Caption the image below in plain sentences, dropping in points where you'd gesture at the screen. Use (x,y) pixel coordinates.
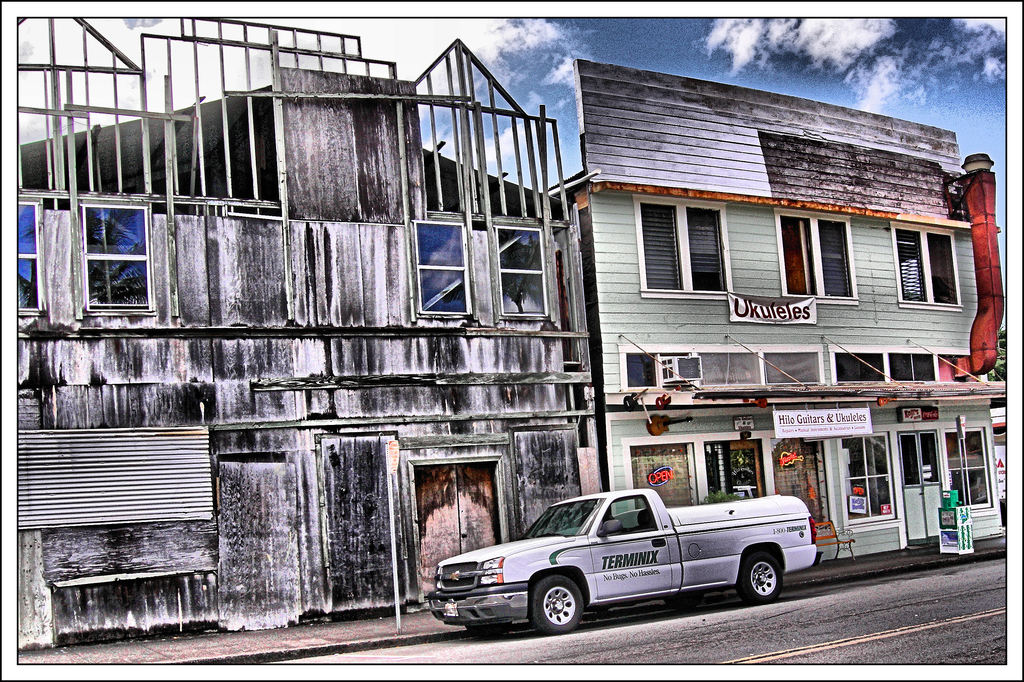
In this picture we can see two buildings (541,350), there is a vehicle (612,571) in the front (622,579), on the right side (756,317) there are boards (952,527) and a banner (748,299), we can see windows (722,297) and glasses (722,447) of these buildings (613,267), there is the sky (641,41) and clouds (526,30) at the top of the picture (591,56).
